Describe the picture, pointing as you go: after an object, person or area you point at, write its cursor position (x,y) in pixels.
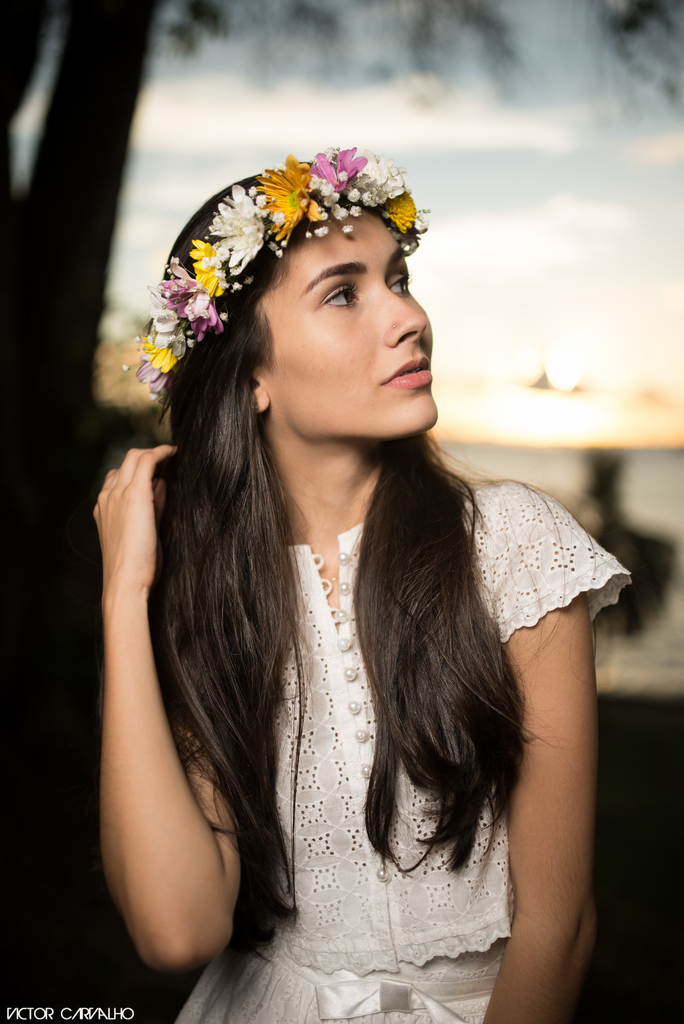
In this picture I can observe a woman (336,778) wearing white color dress (350,763). She is wearing flower crown (239,234) on her head (316,222). The background is completely blurred.
